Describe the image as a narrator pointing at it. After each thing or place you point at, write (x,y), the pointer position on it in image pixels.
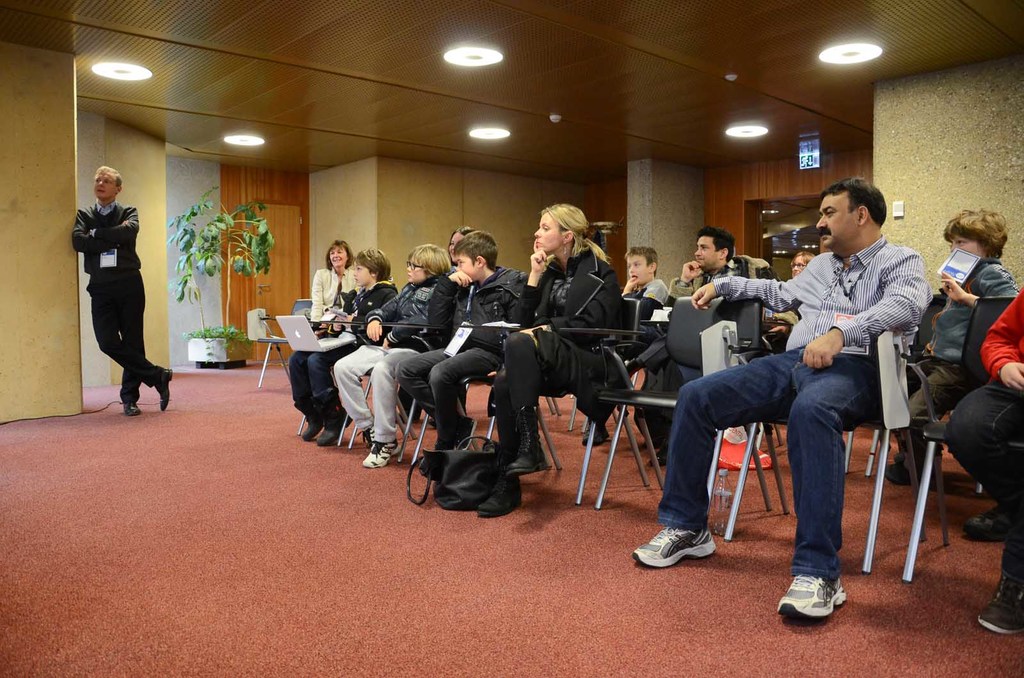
In this image I can see people (552,342) are sitting on chairs (632,383). In the background (199,269) I can see wall (219,316), a plant (201,249) and lights (463,60) on the ceiling (677,151). Here I can see a man (115,308) is standing.
